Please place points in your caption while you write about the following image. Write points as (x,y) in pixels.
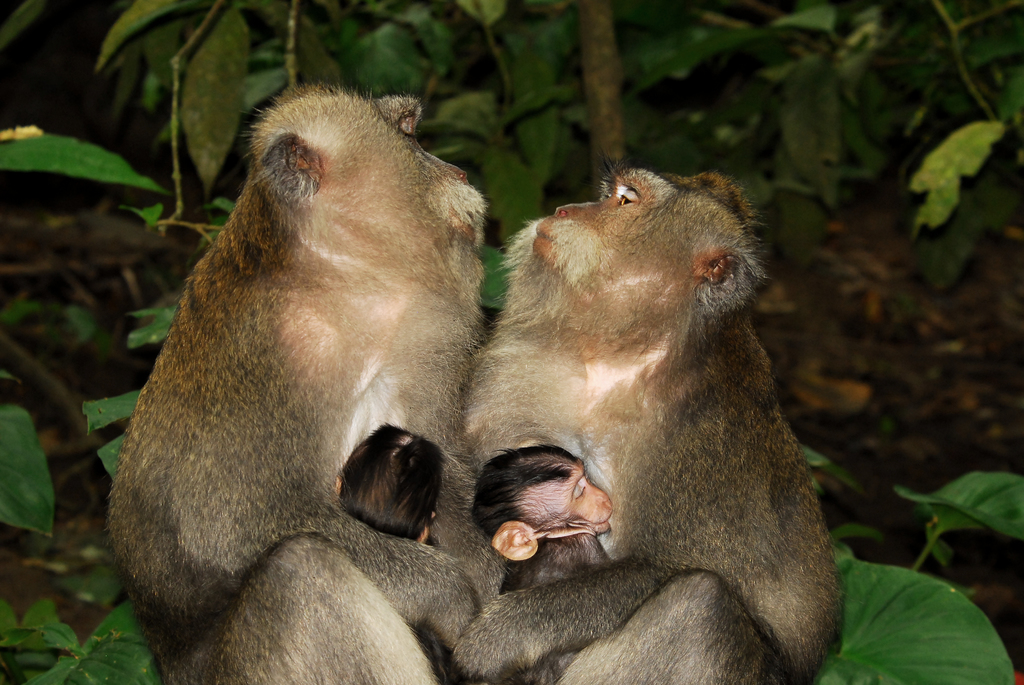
Here there are two monkeys (442,351) sitting and holding their babies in their hands (526,616). In the background (313,71) there are plants (590,135) and ground (903,308).
